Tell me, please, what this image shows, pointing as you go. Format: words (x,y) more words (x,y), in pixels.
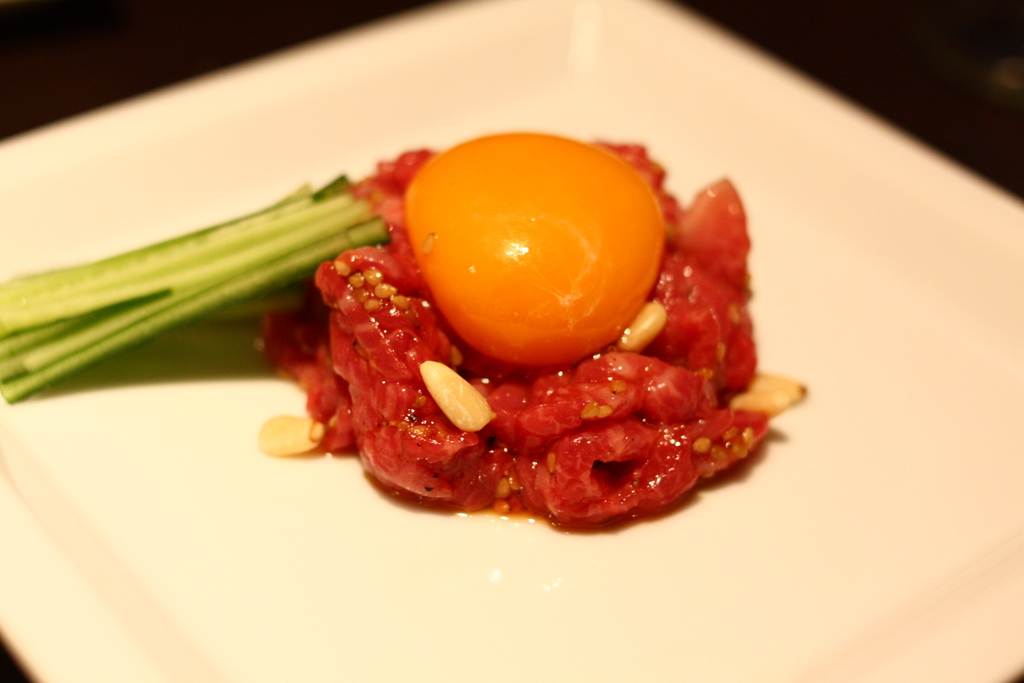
The picture consists of a food item (432,232) served in a plate (636,586). At the top (145,28) it is blurred.
